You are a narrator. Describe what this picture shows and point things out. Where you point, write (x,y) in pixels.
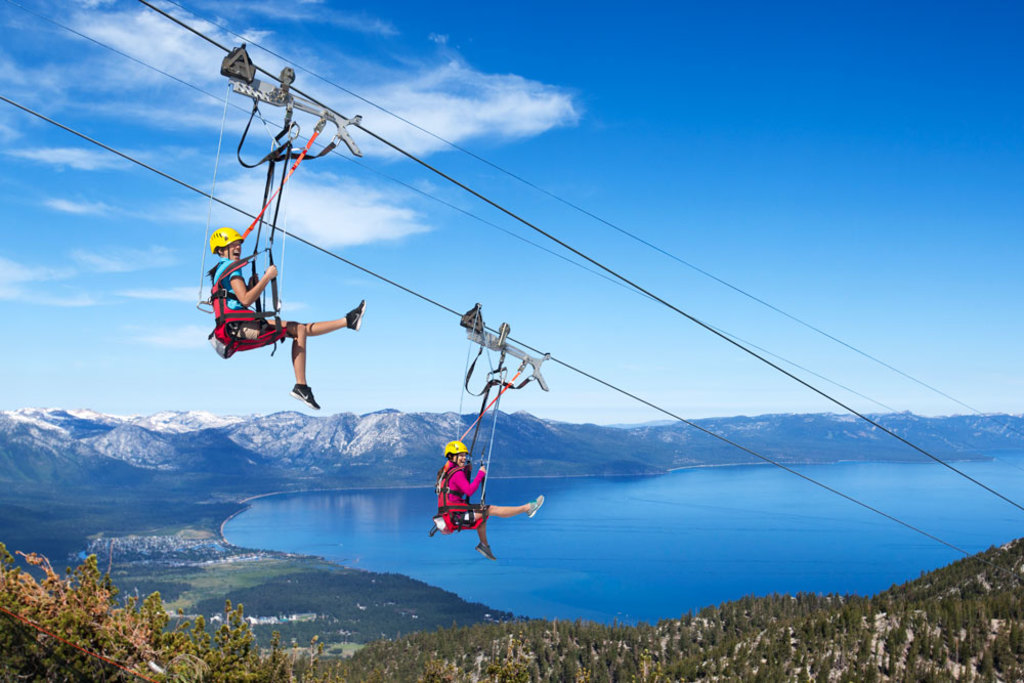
In the center of the image (503,371) there are people (494,509) sitting on the ropeway (291,109). In the background of the image (391,466) there are mountains (22,435), water (569,533). At the bottom of the image (419,634) there are trees (262,629). At the top of the image (667,123) there is sky (644,92).
